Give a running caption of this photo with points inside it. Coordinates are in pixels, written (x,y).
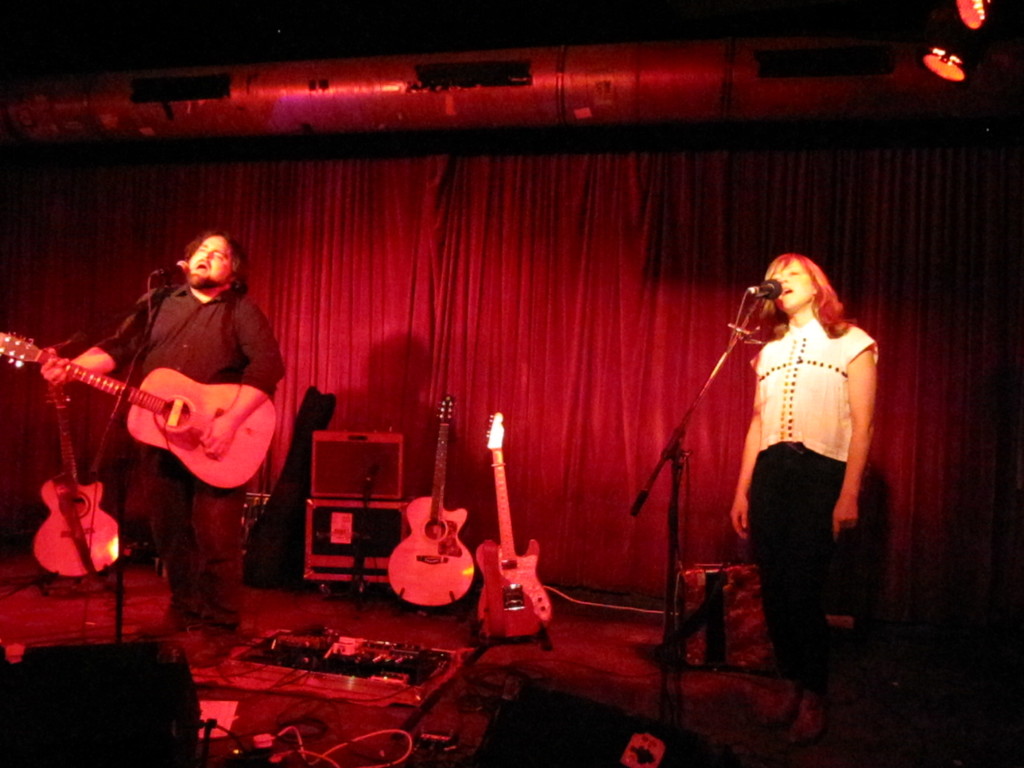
On the left side of the image (190,594) there is a man (170,314) standing and playing a guitar (158,416) there is a mic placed before him. On the right (766,420) there is a lady (823,581) standing and singing a song. In the center of the image (424,503) there are guitars (456,546). At the bottom (134,696) there are speakers (126,709). In the background (509,255) there is a curtain (495,241).
